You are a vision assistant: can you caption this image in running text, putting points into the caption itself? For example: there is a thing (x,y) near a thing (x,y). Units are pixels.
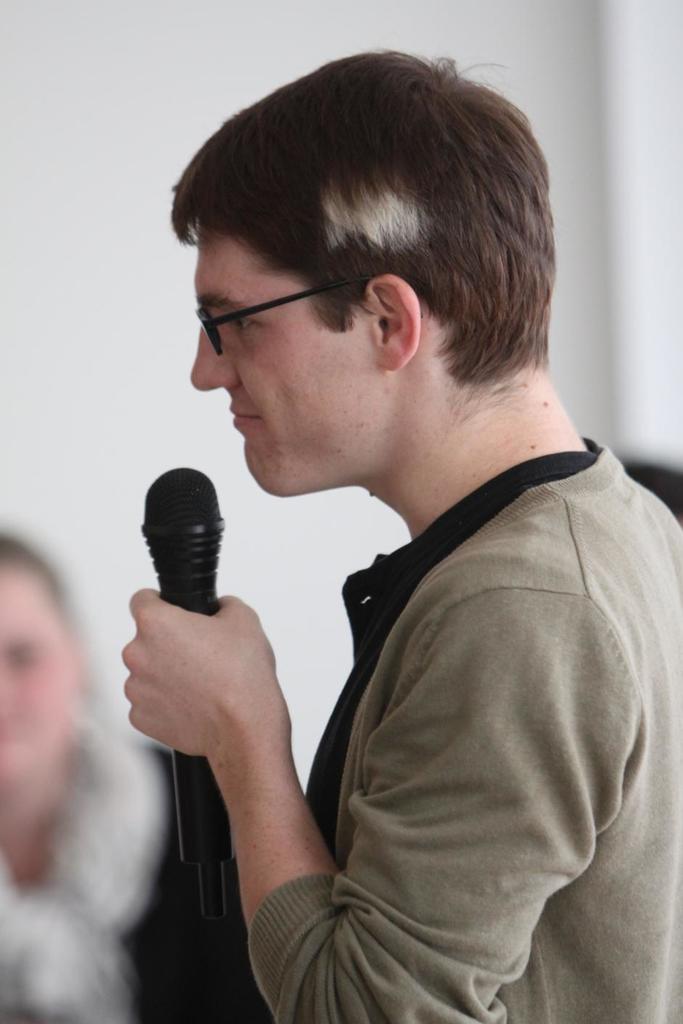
In this picture I can see a person (389,481) holding microphone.
